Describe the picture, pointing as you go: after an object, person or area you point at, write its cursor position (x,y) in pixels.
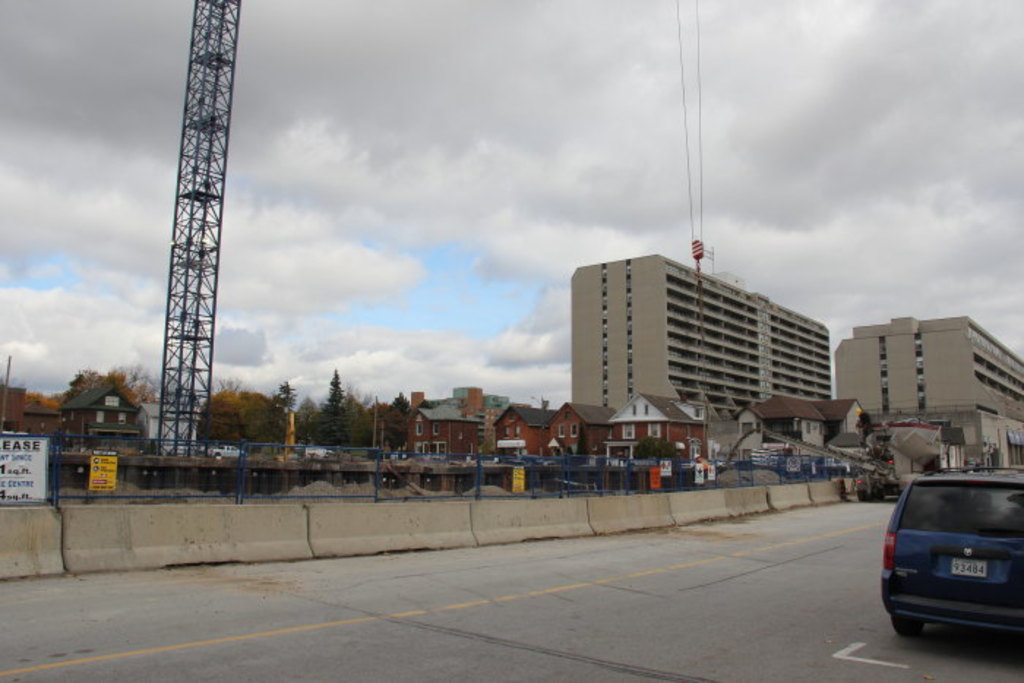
In this image I can see at the bottom (524,574) it is the road (524,574), on the right side (933,532) a car (961,562) is moving on the road (512,580), it is in blue color and there are buildings (777,389), houses (769,410). On the left side (221,39) there is a crane (191,258), at the top (492,174) it is the cloudy sky (519,166).
